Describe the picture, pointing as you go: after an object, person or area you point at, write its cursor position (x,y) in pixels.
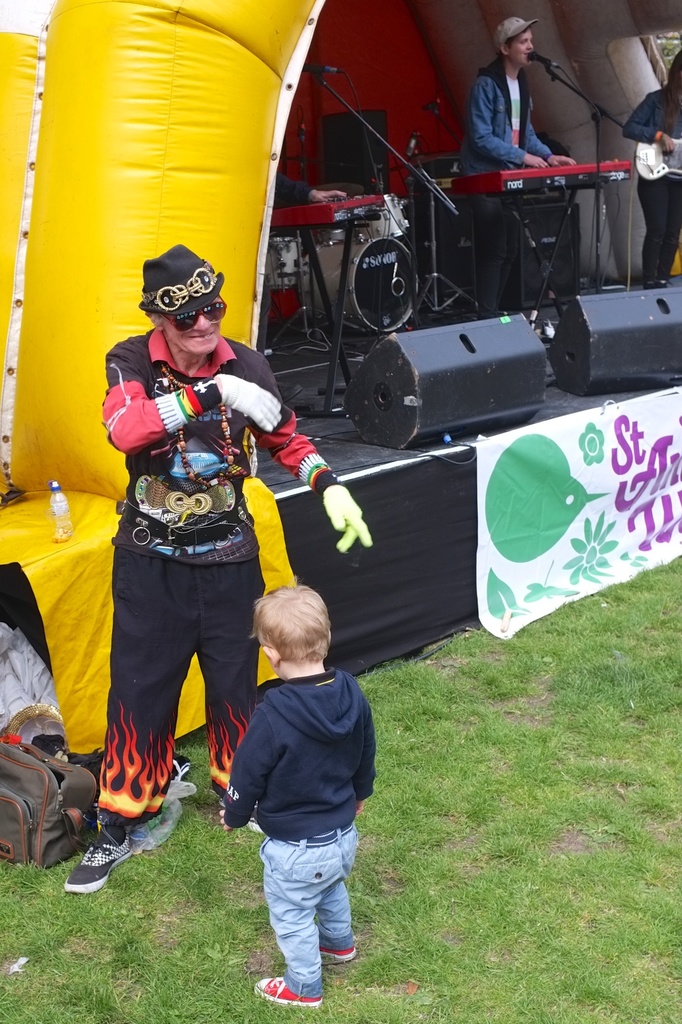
In the image there is a kid (280,621) in blue hoodie (295,713) standing on grass field (546,761) in front of an old man (185,587) and behind them there is a stage (228,82) with two people (511,153) playing music instruments (565,177).
